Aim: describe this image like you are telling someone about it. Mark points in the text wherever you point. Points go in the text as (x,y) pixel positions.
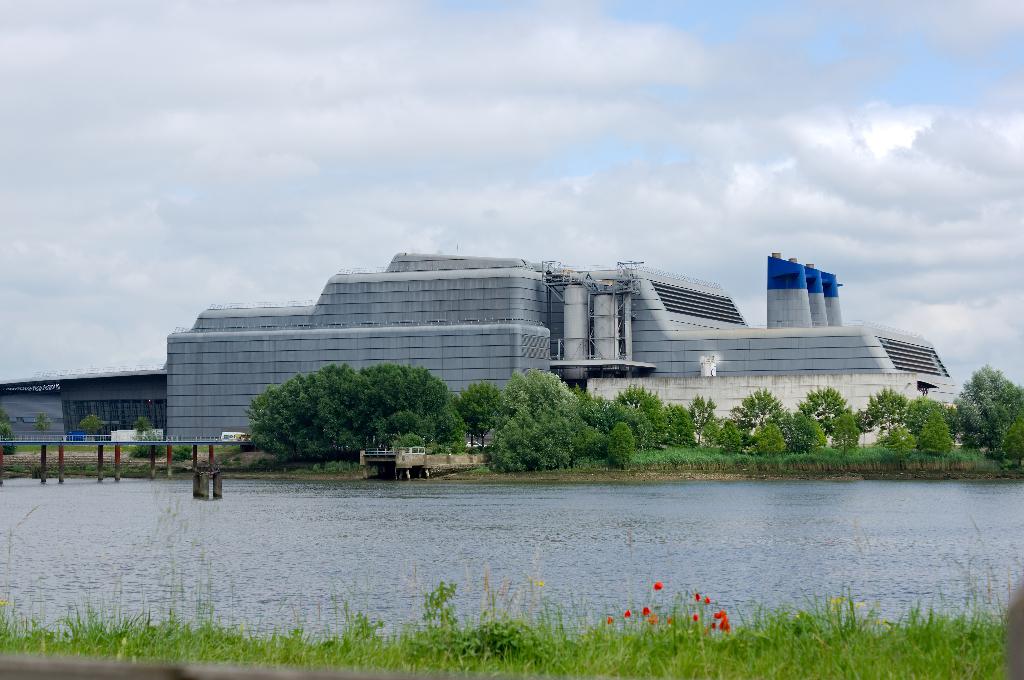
At the bottom of this image (591,652) I can see the grass (722,648) and some flowers (716,628) and there is a sea (461,527). On the left side (68,441), I can see a bridge (58,439). On the other side of this sea (467,518) there are some trees (496,420) and buildings (196,389). On the top of the image (496,119) I can see the sky (632,111) and clouds (266,100).
